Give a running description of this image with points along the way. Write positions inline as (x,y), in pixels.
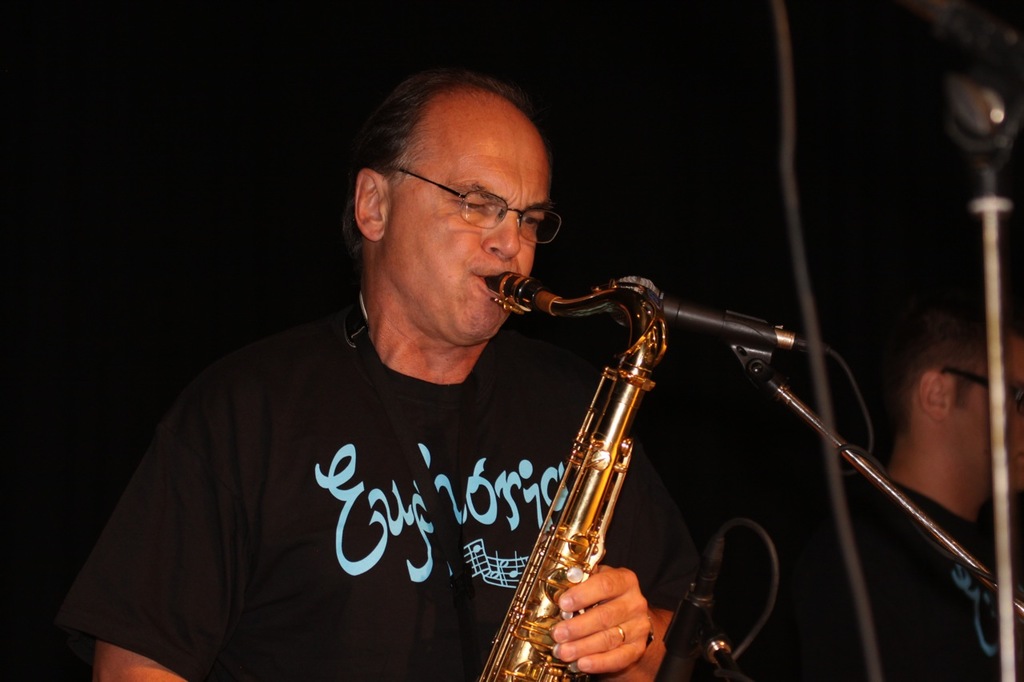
We can see a man (453,369) is playing musical instrument (585,544) by his mouth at the mic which is on a stand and on the right side (936,446) there is a man (985,527), cable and a stand (873,479). In the background (319,150) the image is dark.
